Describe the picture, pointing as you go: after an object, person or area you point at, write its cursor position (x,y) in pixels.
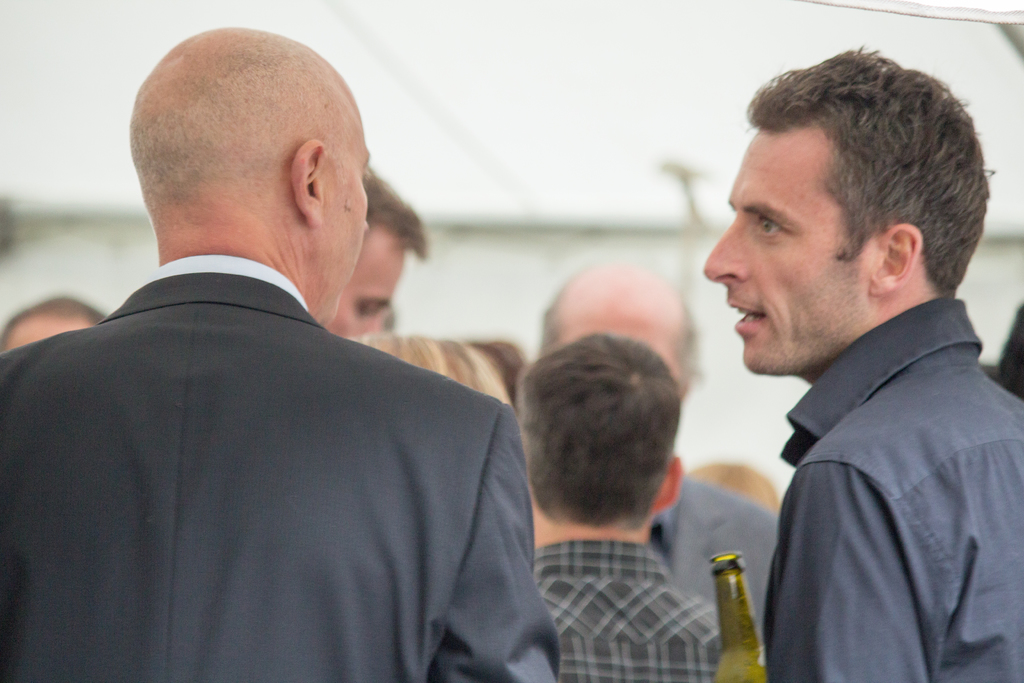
These two people (753,343) are looking at each other background (373,315) there are people (613,454) and bottle (741,606).
